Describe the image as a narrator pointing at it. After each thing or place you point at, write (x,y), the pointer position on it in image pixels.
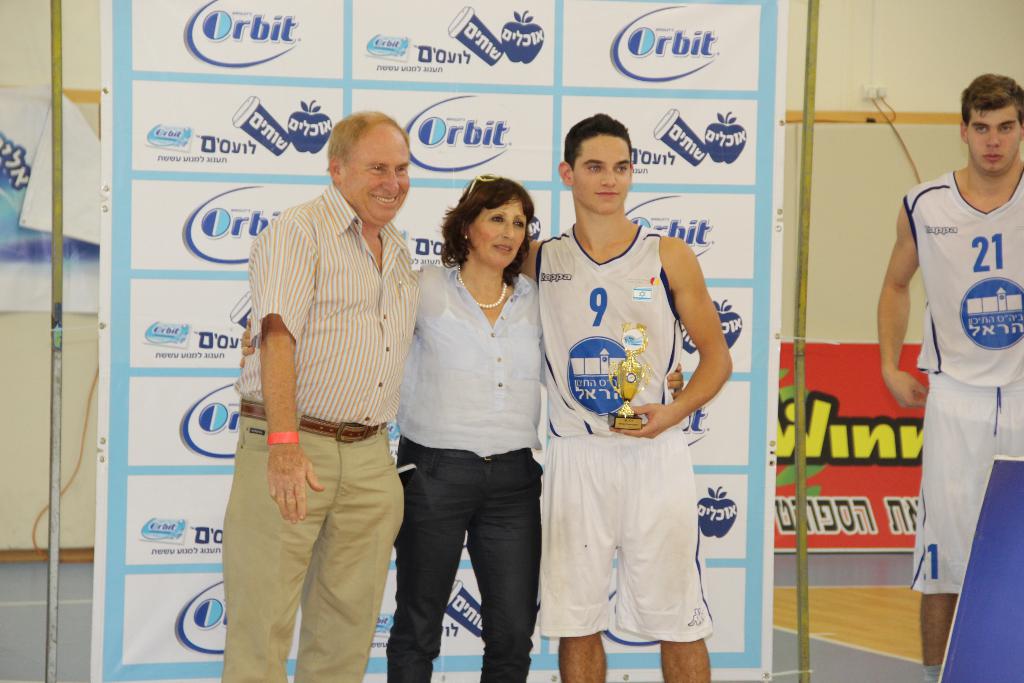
In this image, we can see people (932,344) and some are wearing sports dress (625,301) and one of them is holding an award (629,356) and we can see a lady (488,226) wearing glasses (480,188). In the background (494,108), there are boards (460,95) and we can see some logos (148,131) and text (689,51) on them and there are rods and there is a poster (34,215) on the wall (29,410).
